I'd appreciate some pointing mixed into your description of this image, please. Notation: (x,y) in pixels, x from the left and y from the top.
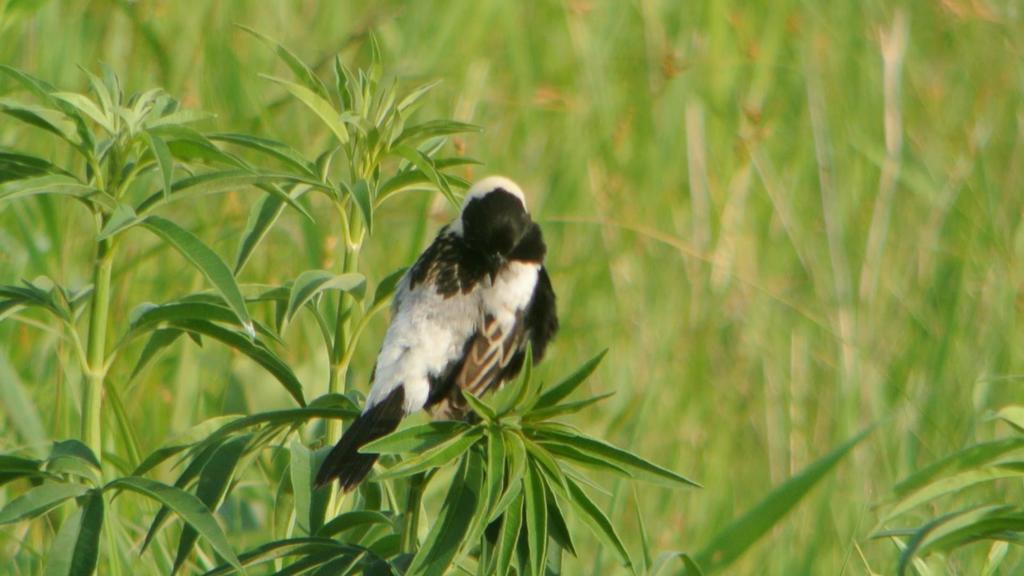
In this picture we can see a bird (462,328) on a plant (462,427). Behind the bird (442,331), there is a blurred background (802,325).
